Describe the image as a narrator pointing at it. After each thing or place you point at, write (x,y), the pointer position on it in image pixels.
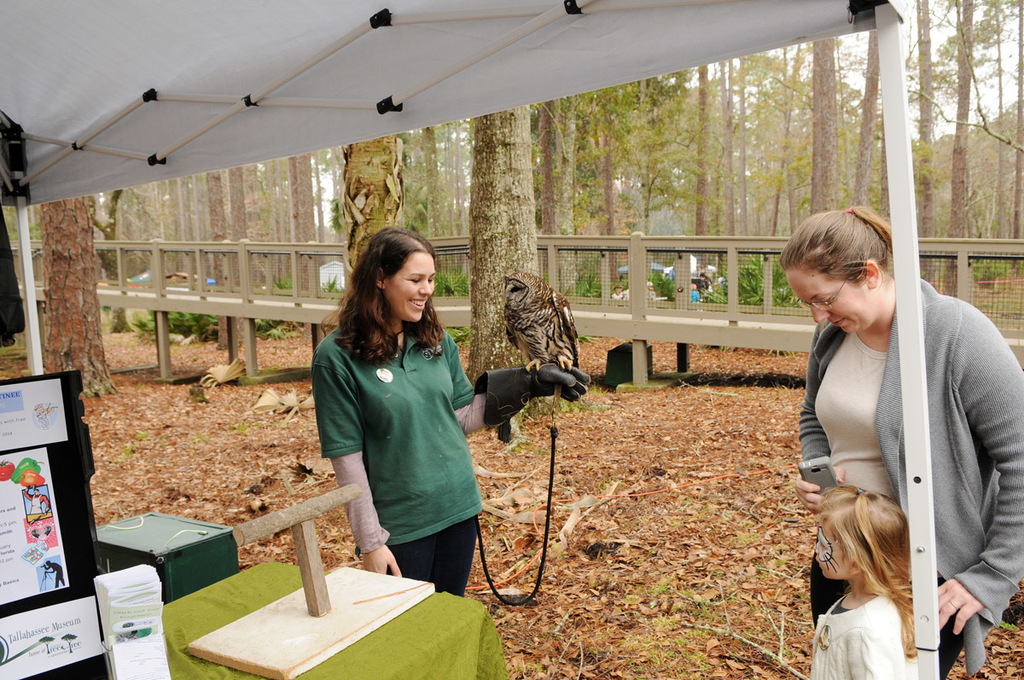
The image is taken inside a forest (706,210), where there are two women (976,401) and a small girl (861,574). Here an owl (560,348) is standing on one of the hands (550,367) of a women (427,402). On top of the image (430,94) there is a white tent (310,75) and a green table (194,626) on which objects (127,613) are placed. In the background (982,115) there are many trees (266,222).
